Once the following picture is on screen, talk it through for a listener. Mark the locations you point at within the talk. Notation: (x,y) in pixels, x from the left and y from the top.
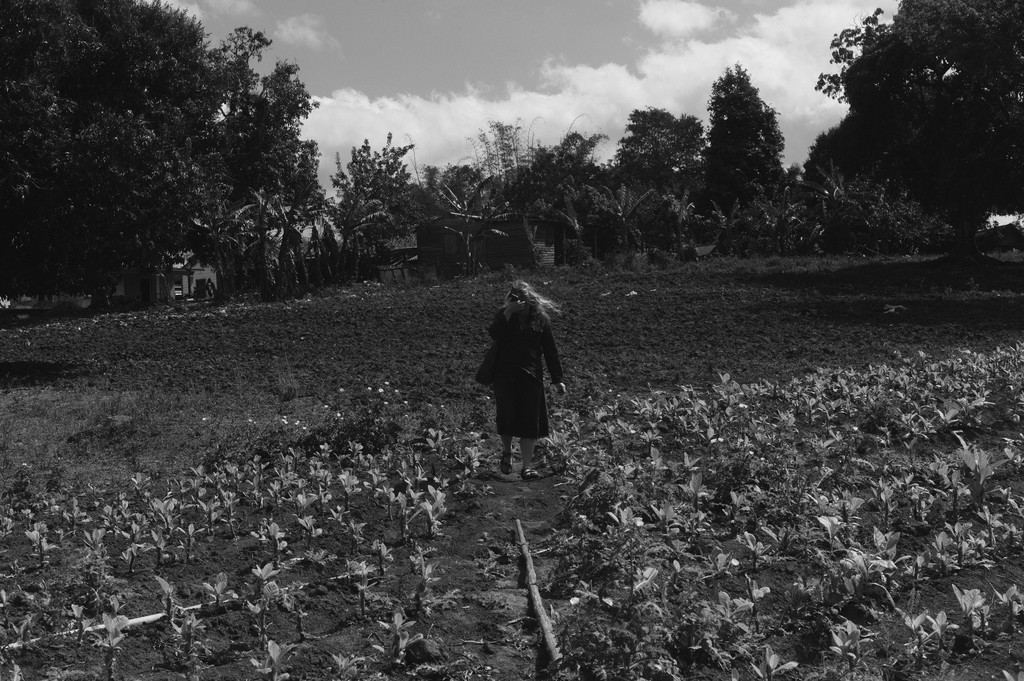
This is a black and white image. In this image we can see a person (525,453) standing. We can also see a group of plants (586,567) with flowers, mud (617,391), a group of trees (687,222) and the sky (509,49) which looks cloudy.
